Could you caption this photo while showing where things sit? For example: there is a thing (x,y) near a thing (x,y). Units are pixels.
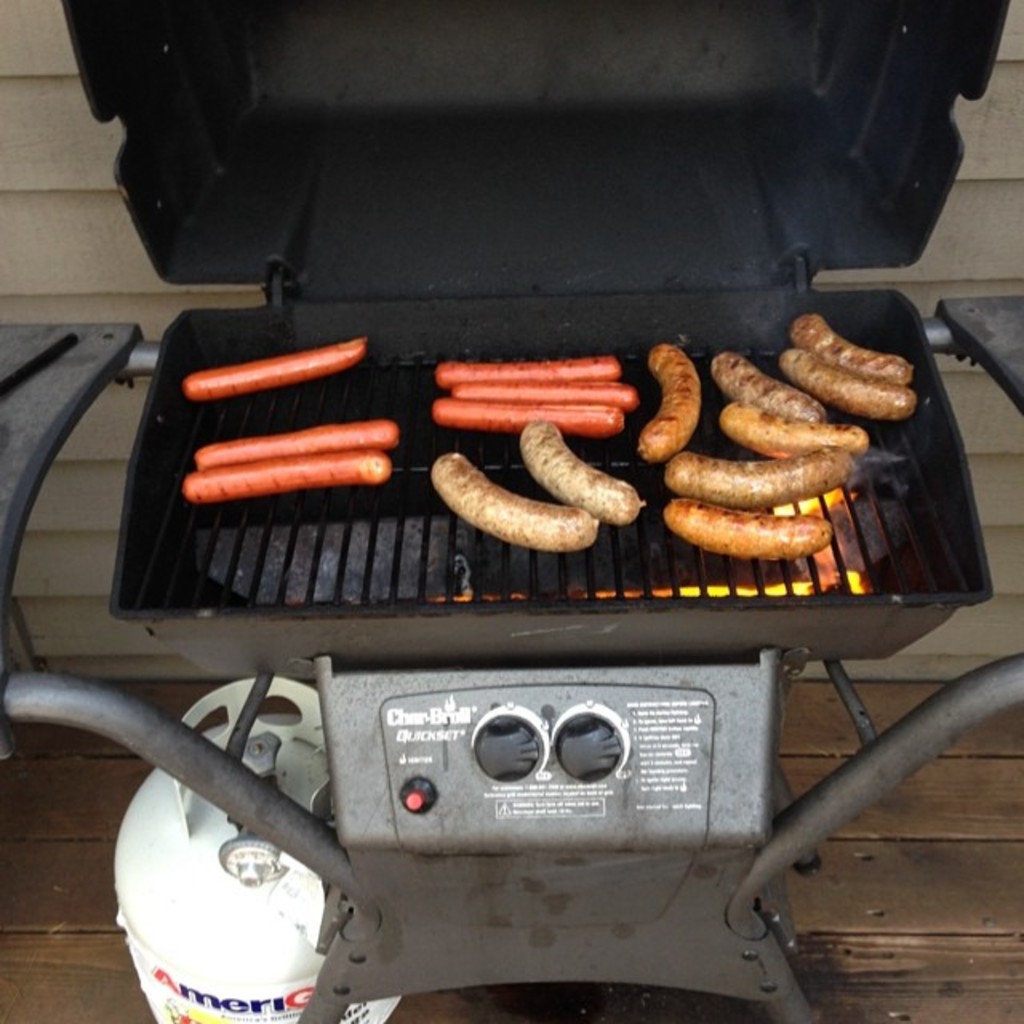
In this image, we can see a few hot dogs (838,476) on the barbecue (742,334). Here we can see a rods (497,452) and buttons (520,764). There is a white cylinder (286,881) on the floor (869,948). Background (85,201) there is a wall (91,218).
